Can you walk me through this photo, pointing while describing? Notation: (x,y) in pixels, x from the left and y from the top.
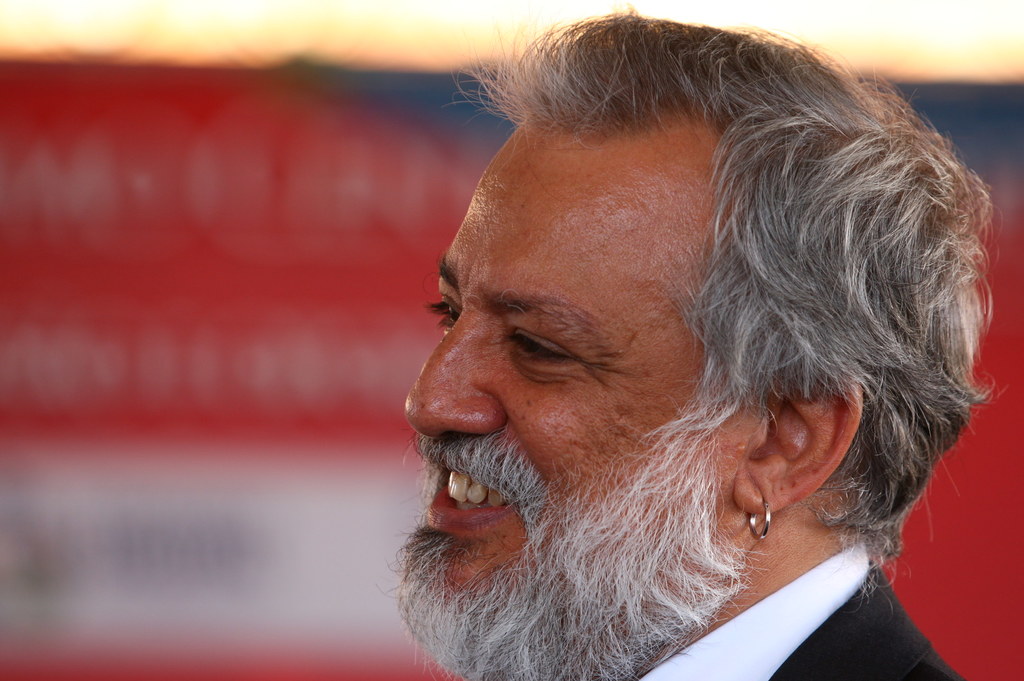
In this image we can see a man (613,501) smiling. In the background (251,378) there is a board (242,383).
